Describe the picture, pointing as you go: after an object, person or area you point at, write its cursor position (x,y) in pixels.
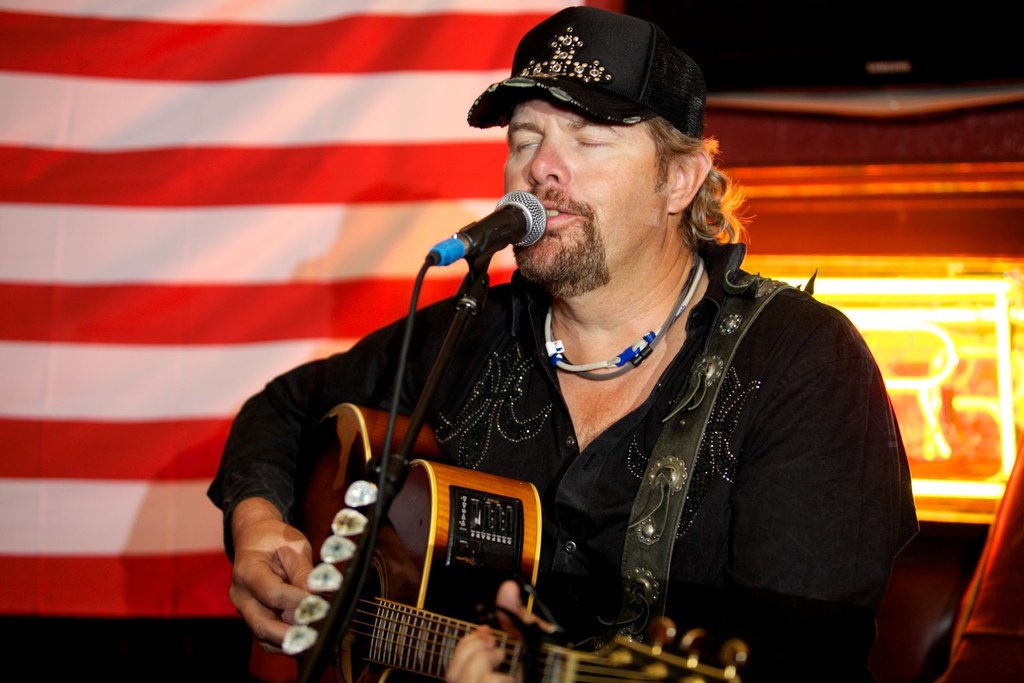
This is the man (612,571) standing. He wore black shirt (772,420) and cap (669,115). He is singing song and playing guitar (450,604). This is the mic (542,220) attached to the mike stand (321,626). This is a red and white color cloth (122,171) hanging. At the background (797,213) that looks like lighting (906,297) with a wooden texture (938,257).
